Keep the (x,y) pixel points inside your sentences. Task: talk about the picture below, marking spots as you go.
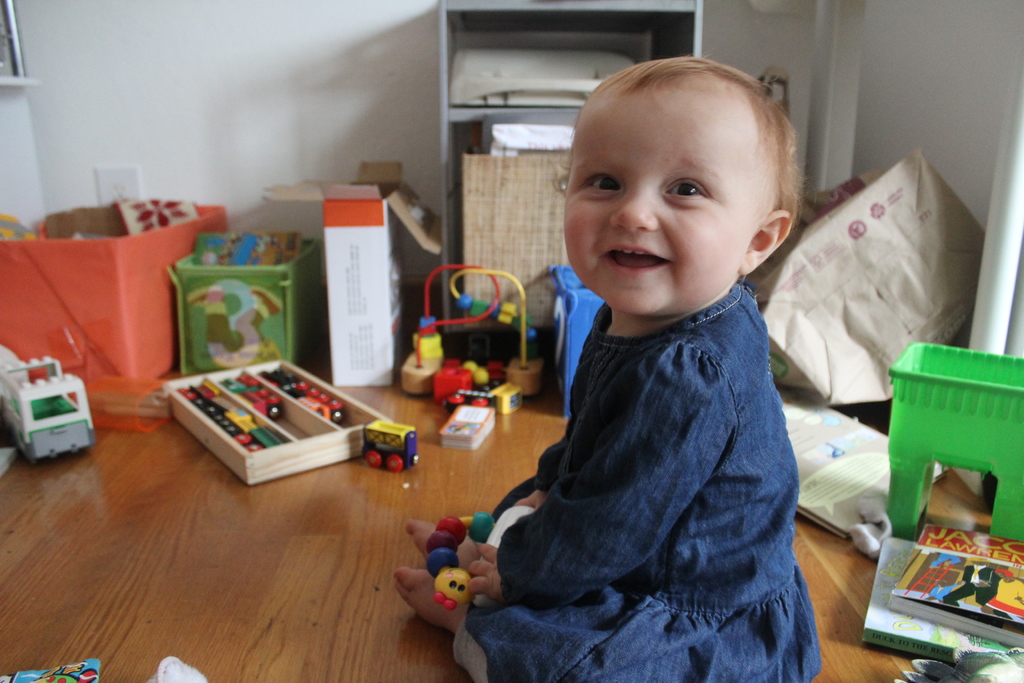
In this image we can see a kid (638,416) is sitting on the floor (439,638) and holding a toy (460,572) in the hands (476,580). There are toys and objects (116,350) in the carton boxes (91,280) are on the floor (1,618). We can see other objects (504,121), poles (846,95) on the right side (1013,138) and wall (262,80).
